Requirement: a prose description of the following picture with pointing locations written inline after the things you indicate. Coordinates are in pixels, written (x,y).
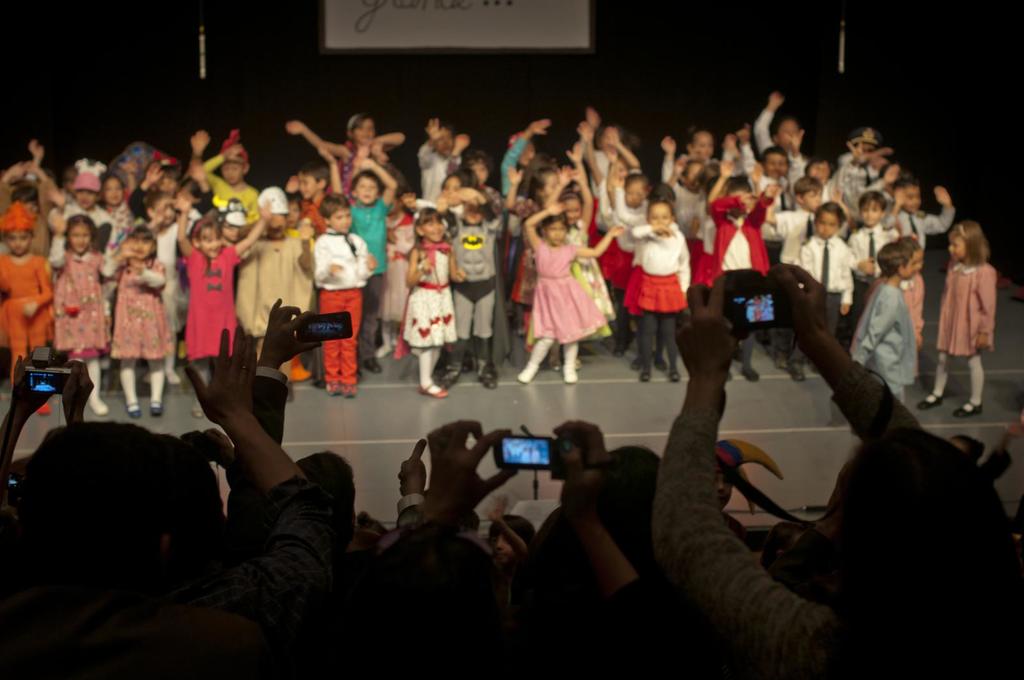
In this image we can see a group of children (481,297) standing on the stage (304,382). We can also see a board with some text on it. In the foreground (417,511) we can see a group of people (533,602). In that some are holding the mobile phones (525,465).
